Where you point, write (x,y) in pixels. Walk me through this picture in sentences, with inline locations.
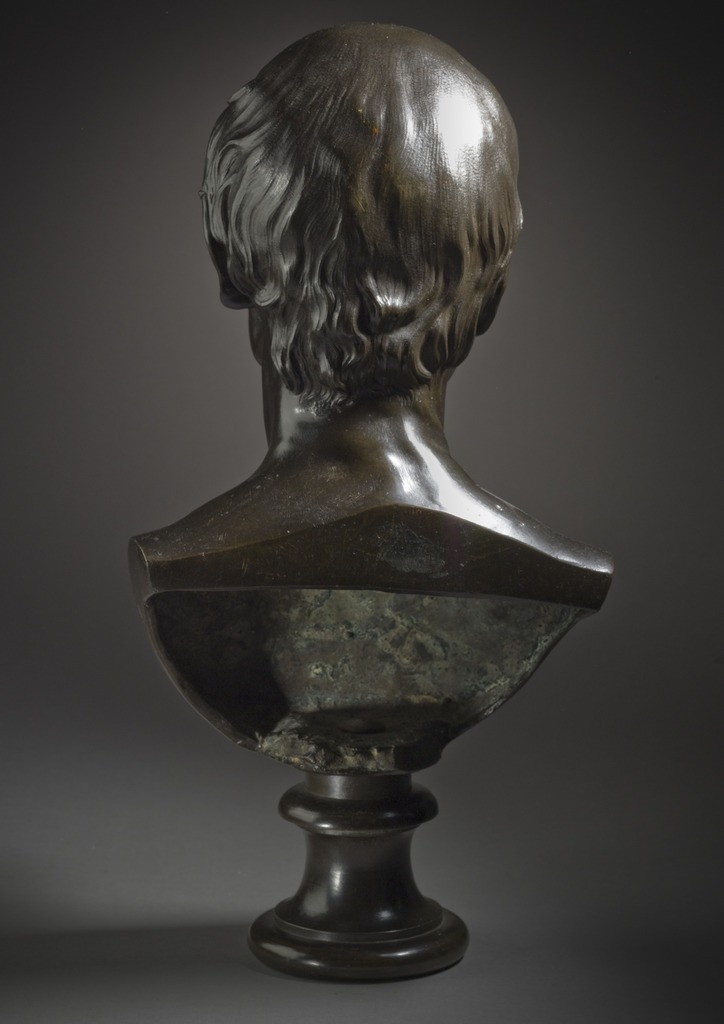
In this picture we can see a sculpture (335,850) and in the background (100,131) it is blurry.
